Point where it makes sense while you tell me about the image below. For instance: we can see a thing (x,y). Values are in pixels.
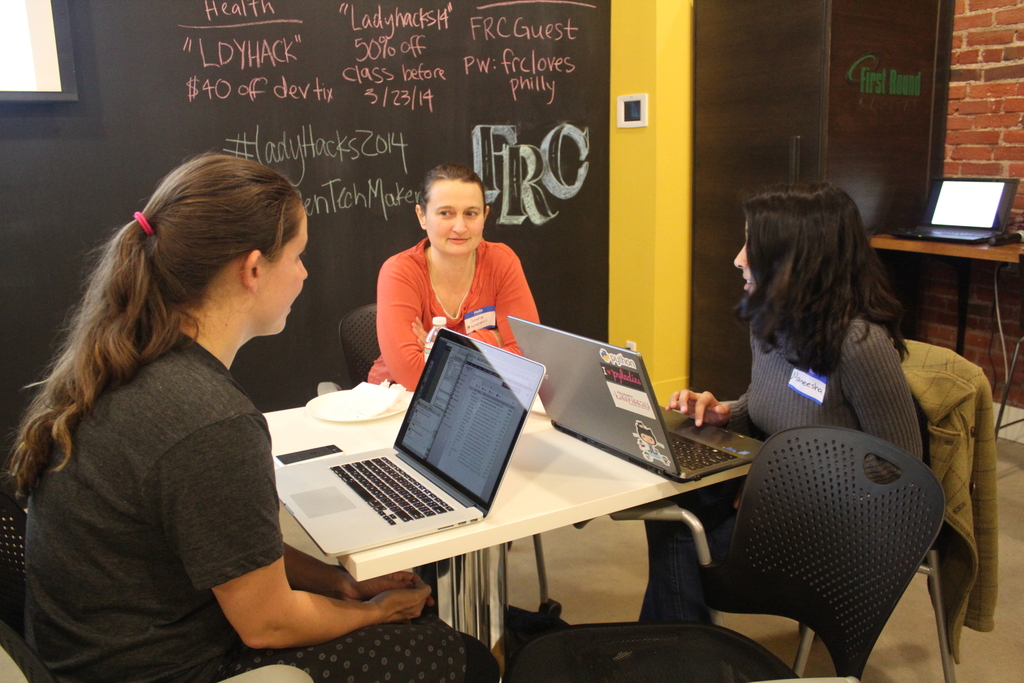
These 3 women (518,277) are sitting on a chair (935,494). On this chair (817,564) there is a jacket (959,439). We can able to see tables (986,249), on this tables (935,248) there are laptops (951,234), mobile (317,454), bottle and plate (374,418). A cupboard (709,144) beside this yellow wall (678,72). This wall (966,144) is made with bricks (999,91).
